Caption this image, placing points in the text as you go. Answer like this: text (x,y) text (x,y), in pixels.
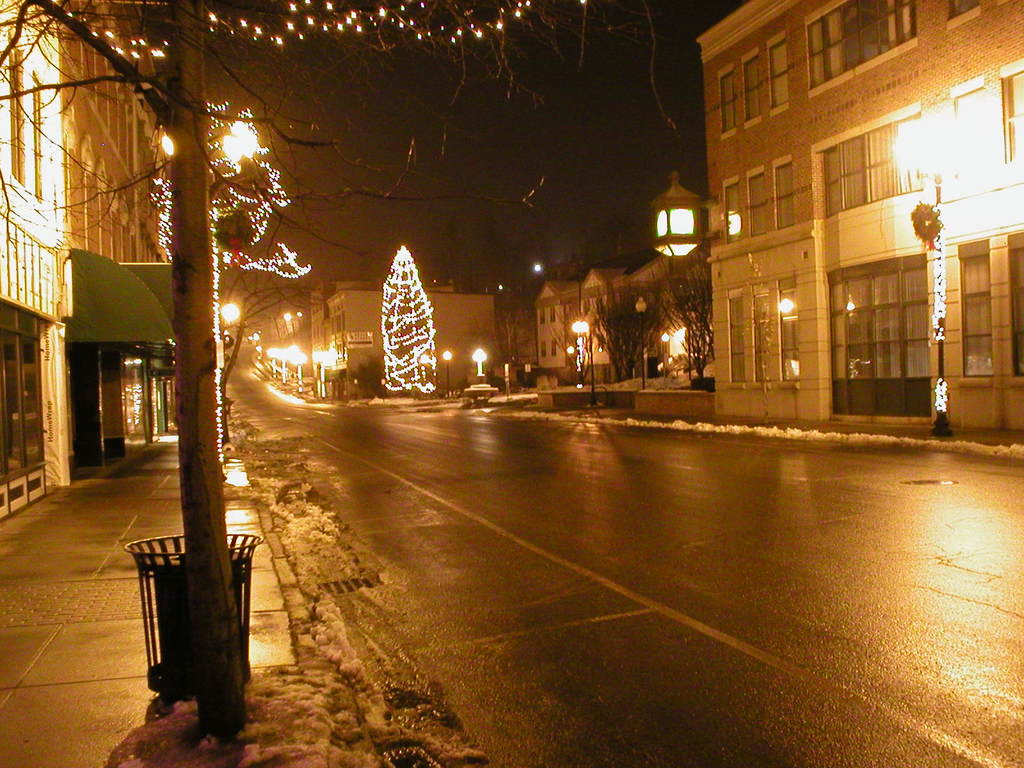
In this picture we can see few buildings (983,329), trees (175,184), poles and lights (280,272), on the left side of the image (153,611) we can see a dustbin (168,607).
